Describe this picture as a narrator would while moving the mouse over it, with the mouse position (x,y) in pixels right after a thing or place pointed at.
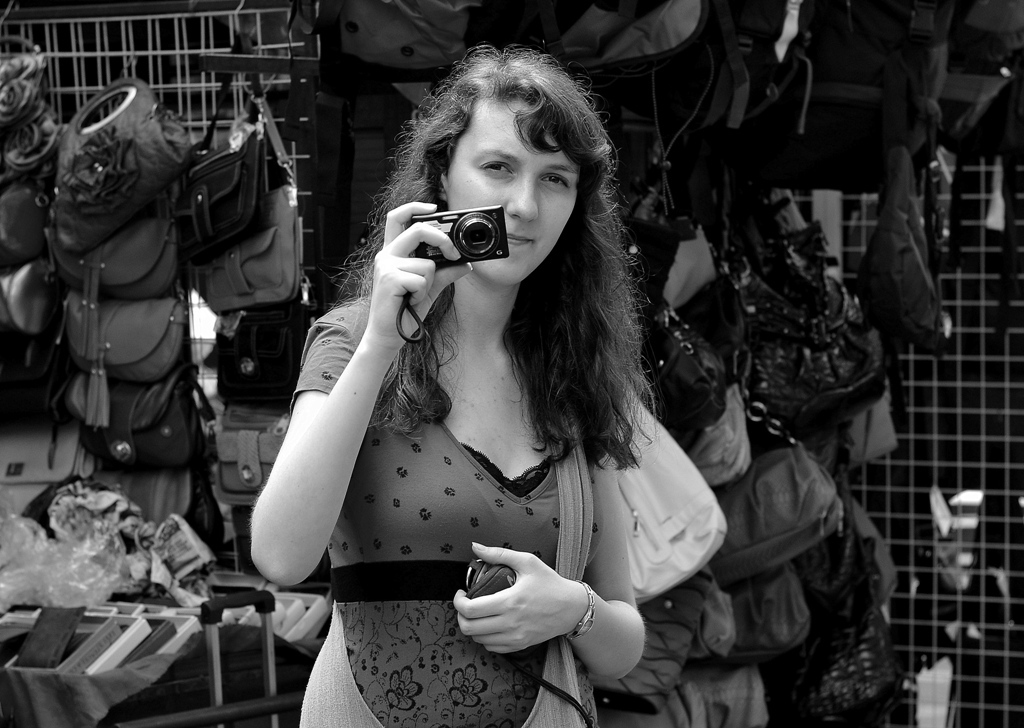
The lady (347,408) is holding a camera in her right hand (383,341) and there are group of hand bags (232,330) in the background (127,193) attached to the fence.
